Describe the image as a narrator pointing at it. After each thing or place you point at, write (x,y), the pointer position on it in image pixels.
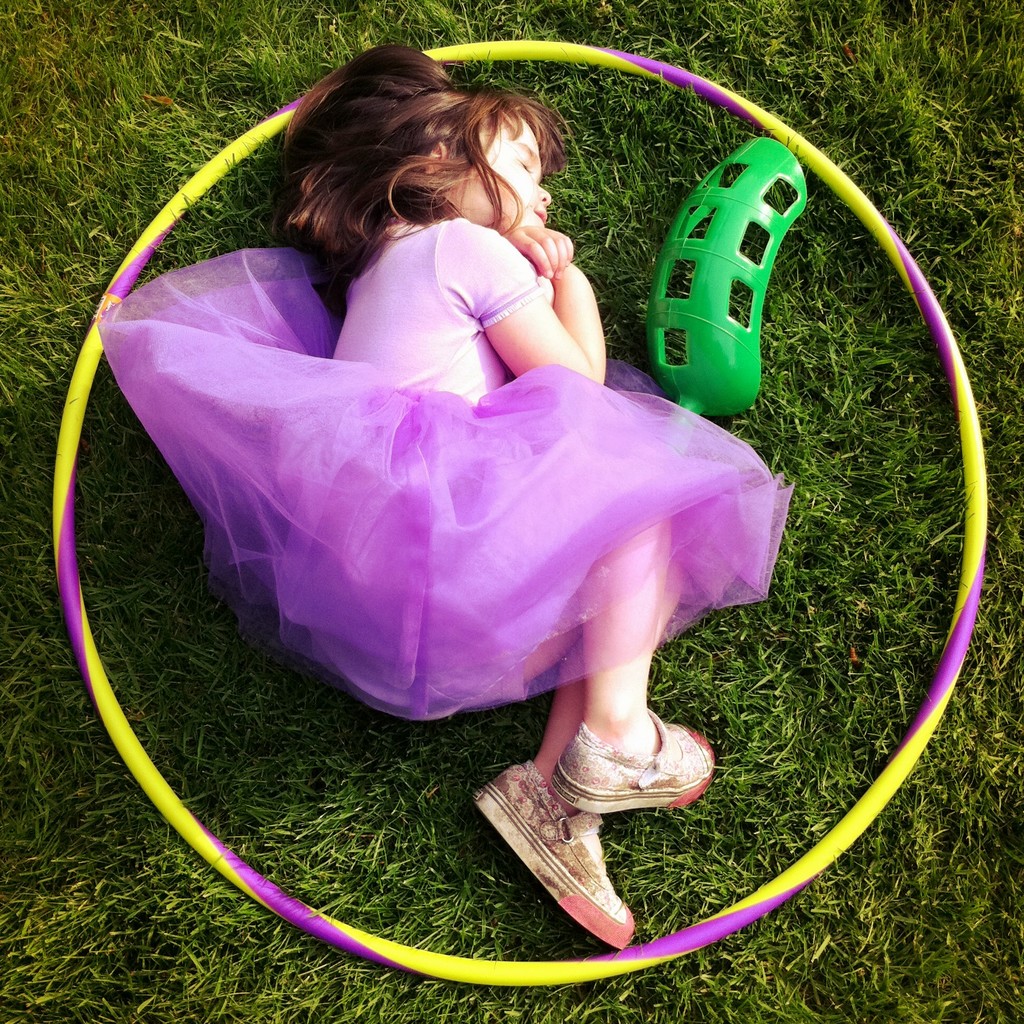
In this image we can see a girl (461,456) and a toy scoop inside the hula hoop ring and are placed on the grass (348,813).
